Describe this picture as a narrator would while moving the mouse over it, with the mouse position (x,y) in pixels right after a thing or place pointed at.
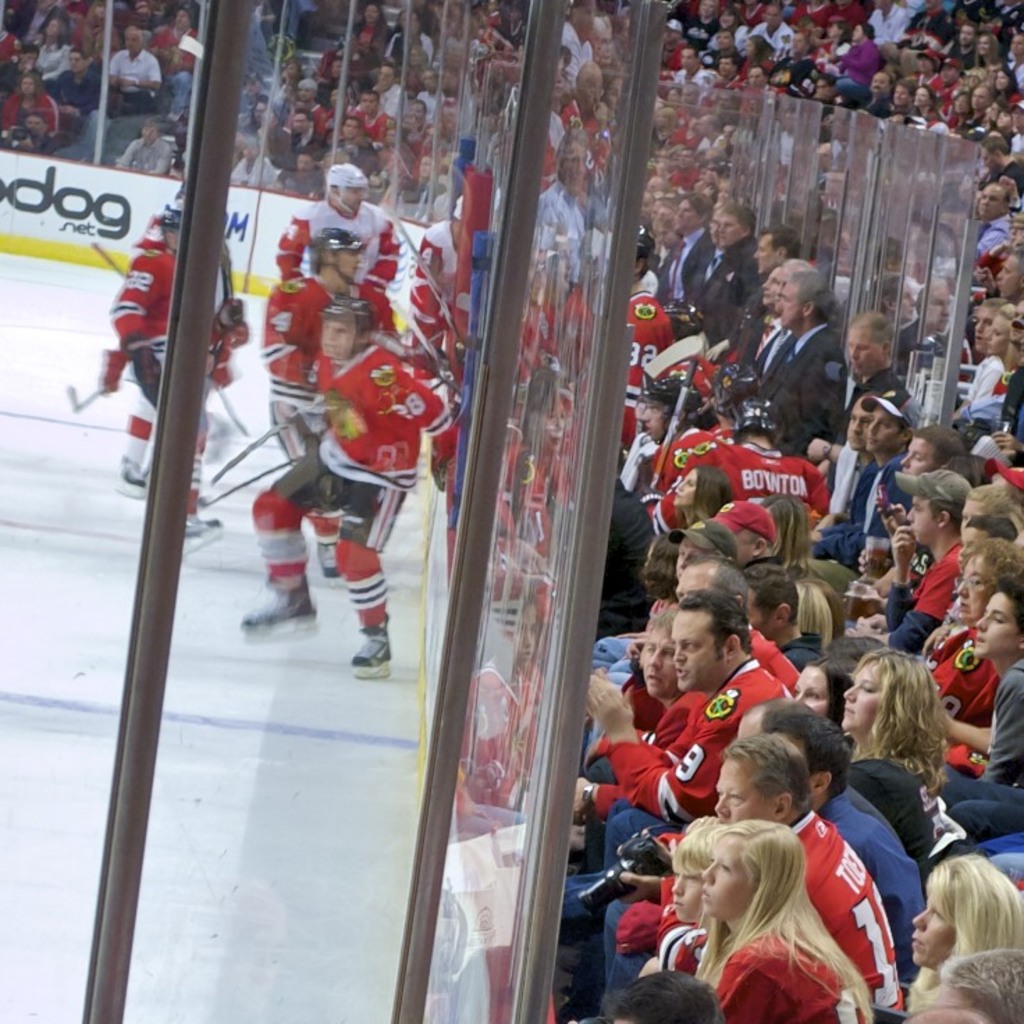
In this image we can see many people (813,612) sitting. There are glass walls (697,171). Some people (338,287) are wearing helmets (339,250). Some are holding hockey sticks (270,435). Some are wearing skate shoes (269,604). In the back (157,212) there is banner (230,222).
